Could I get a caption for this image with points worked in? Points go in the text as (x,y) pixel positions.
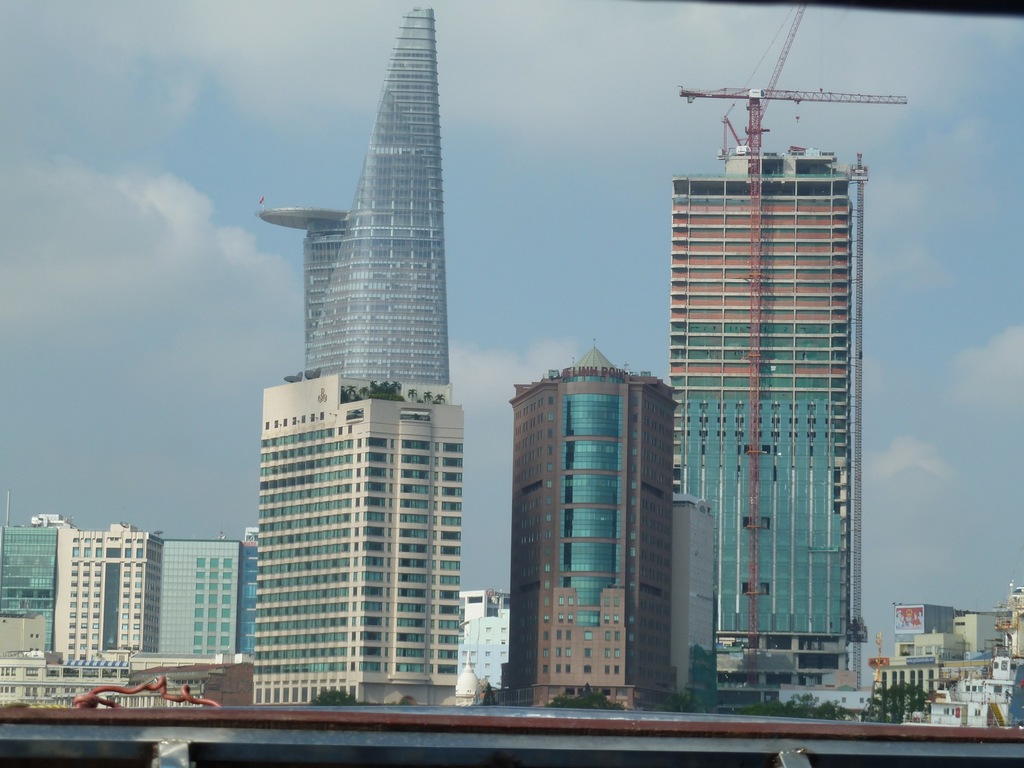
In this image we can see buildings (405,463) with windows (18,567), crane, plants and in the background (188,142) we can also see the sky (161,134).
